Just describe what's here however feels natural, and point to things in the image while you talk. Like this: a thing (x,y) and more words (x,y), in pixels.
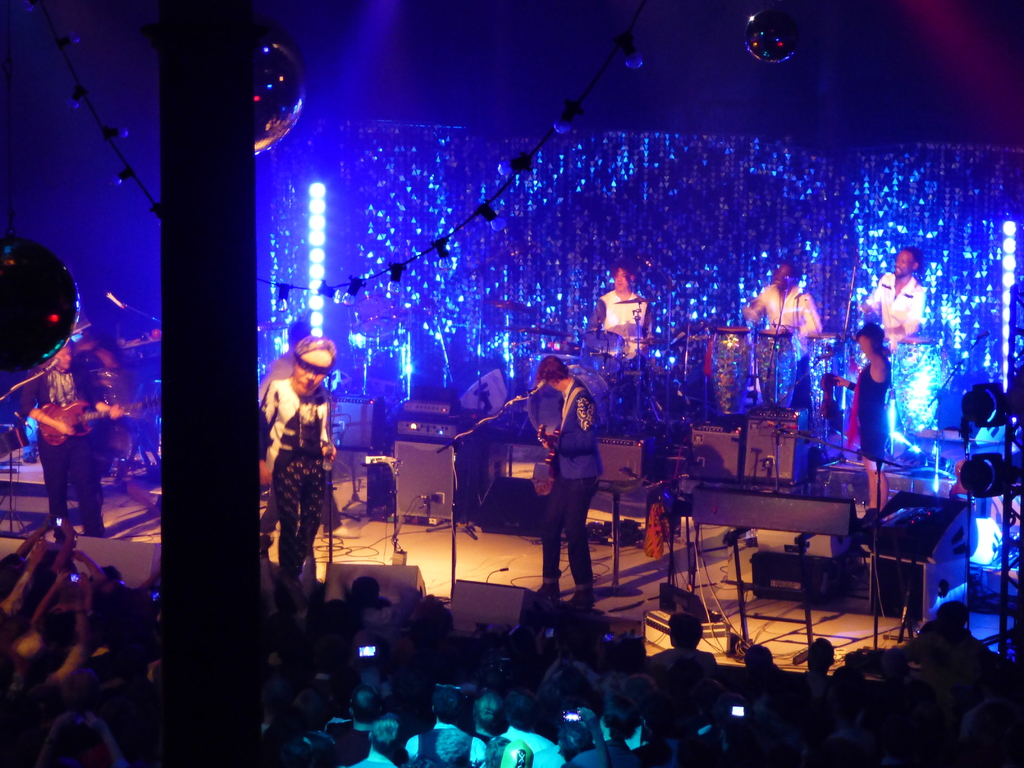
In the image we can see there are people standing on the stage (700,454) and they are playing musical instruments (727,510) and there are spectators (335,667) watching them.
